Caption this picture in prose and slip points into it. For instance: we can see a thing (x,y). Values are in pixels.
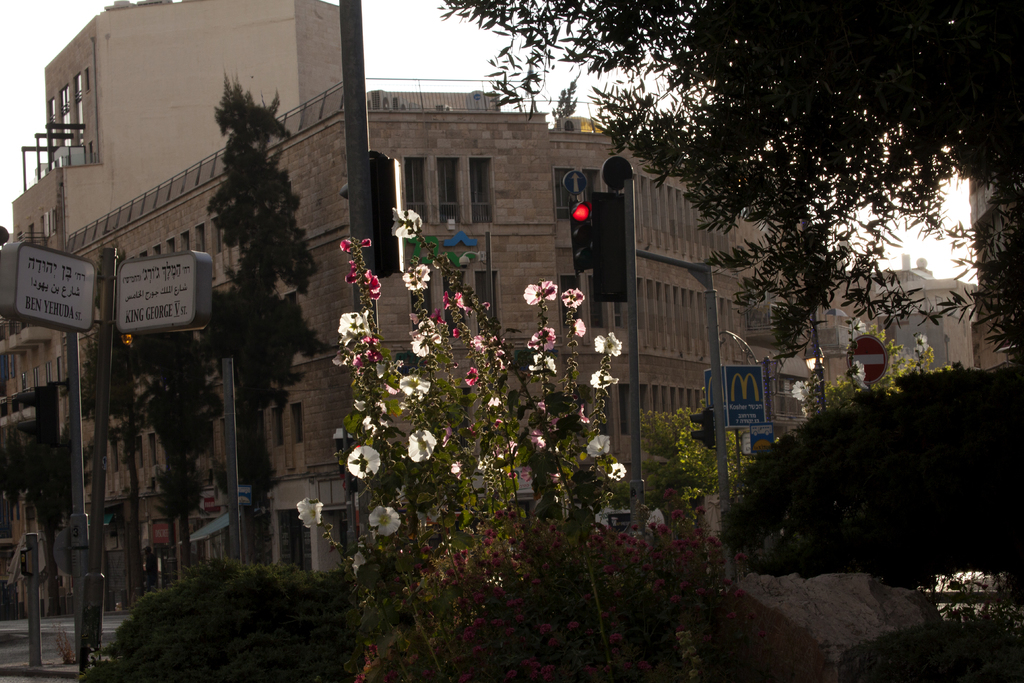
In this picture we can observe some flowers (421,454) and plants (509,621). We can observe two white color boards (93,277) fixed to this pole (101,297). There are some trees (766,129) in this picture. We can observe traffic signals (582,228) here. In the background (438,208) there is a brown color building (534,201) and a sky (368,38).
